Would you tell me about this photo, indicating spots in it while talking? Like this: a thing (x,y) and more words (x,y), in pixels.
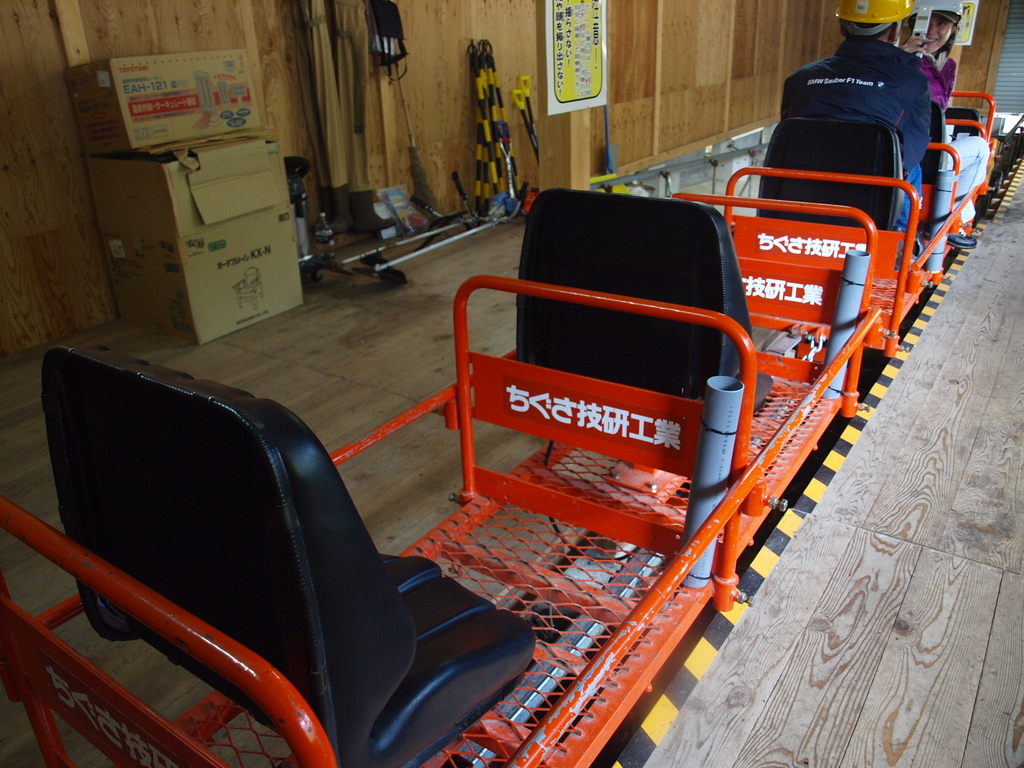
In this image we can see persons (890,103) sitting on the seats (838,190) of a trolley (672,435), cardboard cartons (268,204), advertisement (549,68), gardening tools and floor (456,461).
